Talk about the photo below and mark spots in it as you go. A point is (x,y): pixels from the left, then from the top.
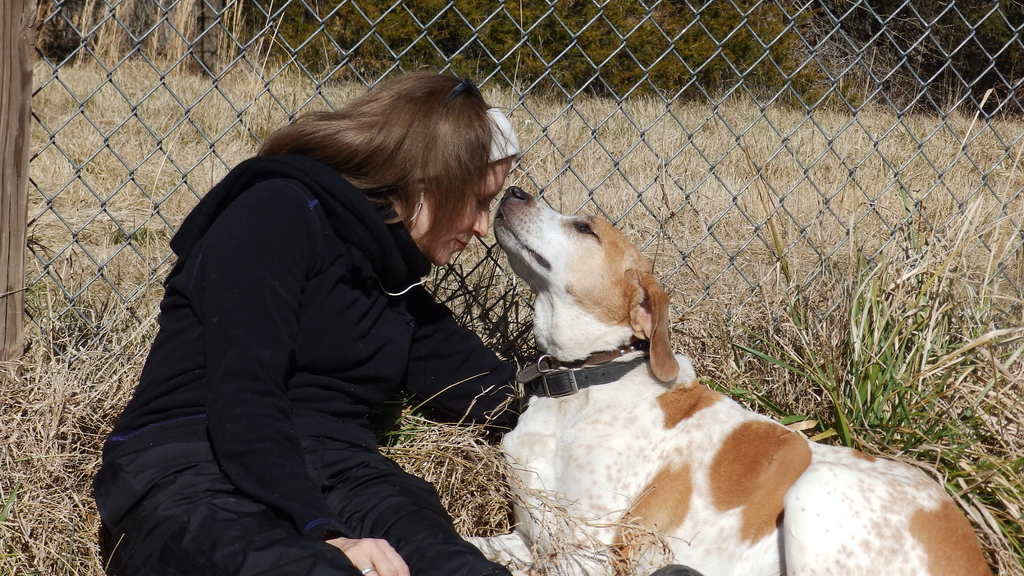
This image is clicked outside. There is a woman (268,476) in black dress (461,554). In front of her there is a dog (527,416), to which a black belt (614,378) is tied. In the background (765,268), there is a dry grass (218,159) and trees (611,67).
